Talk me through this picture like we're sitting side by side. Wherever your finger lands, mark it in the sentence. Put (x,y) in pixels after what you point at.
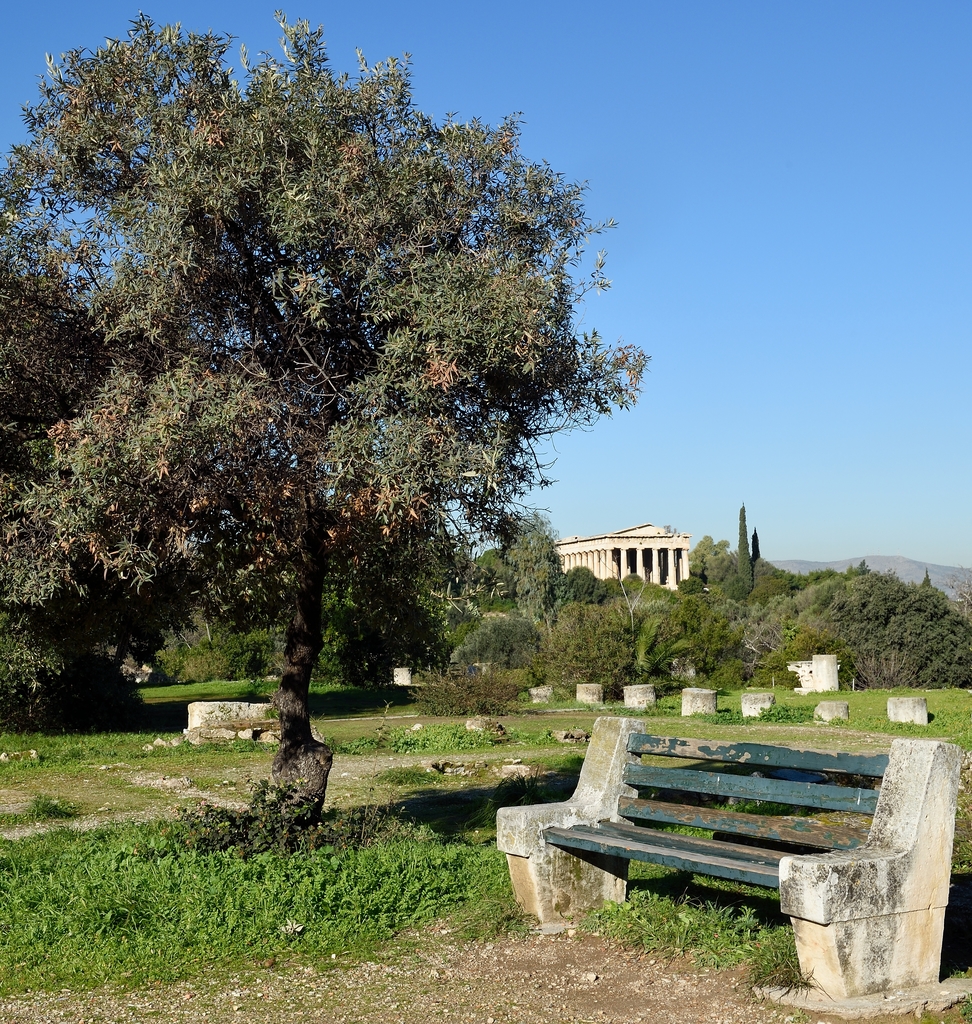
In this picture we can see a bench (705,844) on the right side (892,791). We can see some plants (466,903) and few stones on the path (88,799). There are few trees (478,601) and a building (636,537) in the background (676,545).
